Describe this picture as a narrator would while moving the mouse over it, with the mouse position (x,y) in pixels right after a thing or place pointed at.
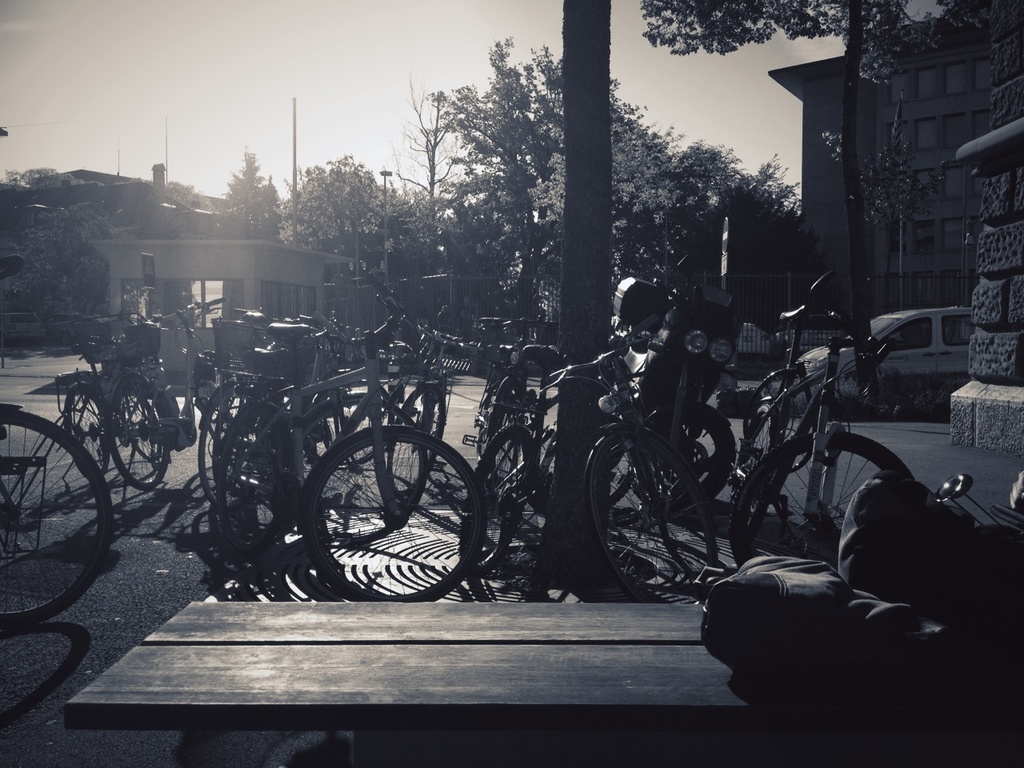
In this image in front (668,679) there is a wooden table (393,665). On top of it there are a few objects (822,587). Behind the table (436,611) there are cycles (142,379) on the road (954,453). On the right side of the image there is a car (929,366). In the background of the image (152,284) there are buildings (214,293), trees (424,249), poles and sky (211,48).
